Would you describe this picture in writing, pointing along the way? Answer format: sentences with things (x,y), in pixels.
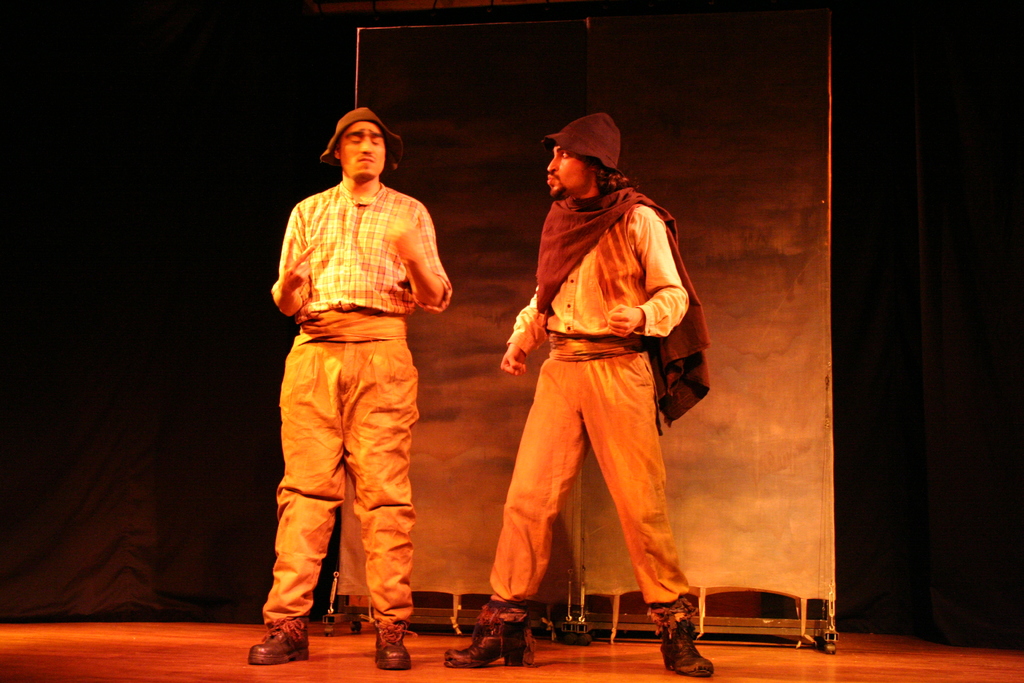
In this image, we can see two men (391,249) standing and they are wearing hats (618,151).
